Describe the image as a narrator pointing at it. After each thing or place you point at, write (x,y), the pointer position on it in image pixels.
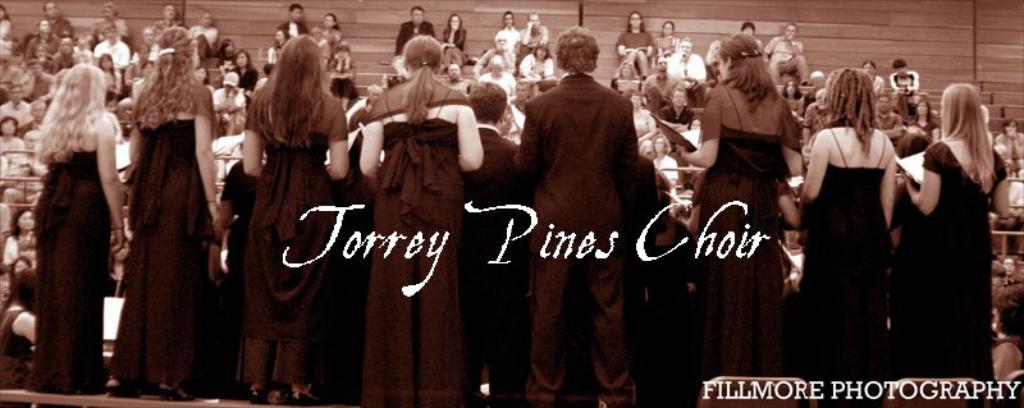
In this picture I can see few people (535,169) standing and a group of people (236,117) are sitting. I can see text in the middle (499,208) and text (1001,390) at the bottom right corner of the picture (740,397) and looks like a wall (965,23) in the background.
